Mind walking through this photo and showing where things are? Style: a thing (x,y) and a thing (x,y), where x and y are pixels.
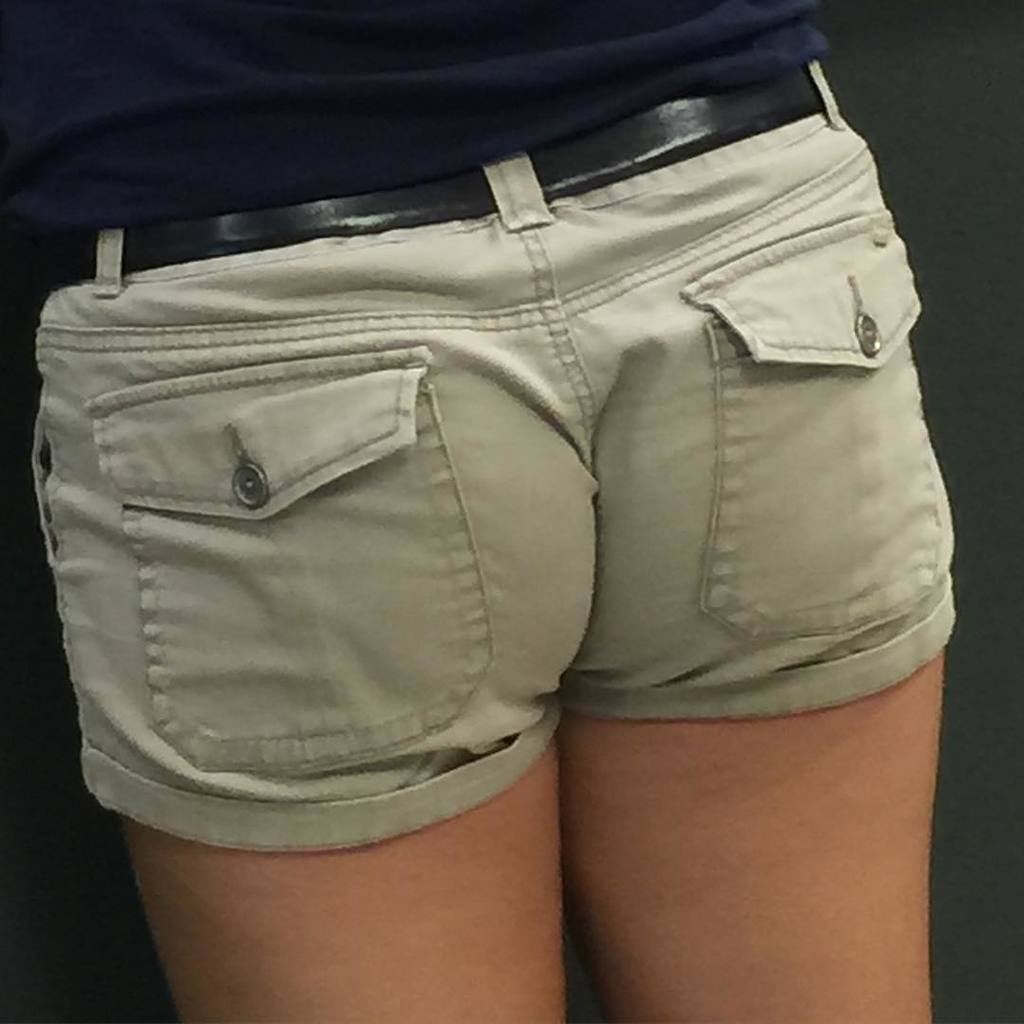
In this picture there is a person (380,71) with dark blue t-shirt (306,44) is standing. At the back (960,329) it looks like a wall (995,704).
